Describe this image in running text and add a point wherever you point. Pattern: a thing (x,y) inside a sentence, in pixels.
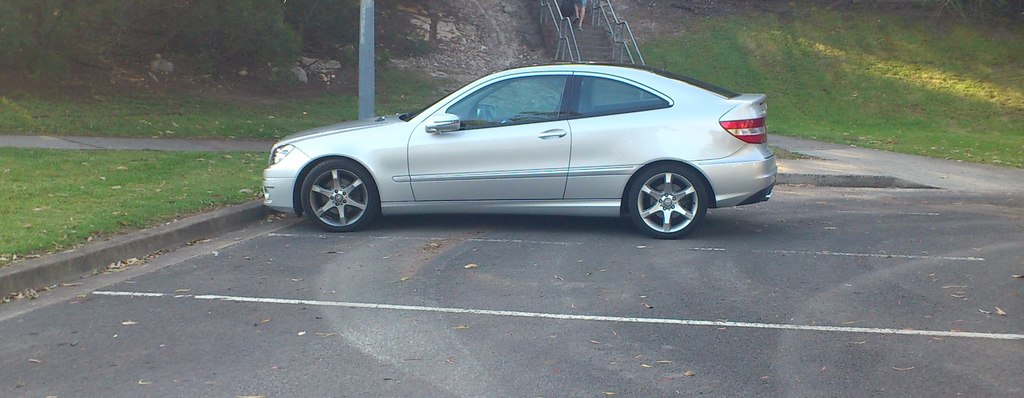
In the foreground of the picture (414,248) there is a parking lot (752,257). In the center of the picture (498,164) there is a car (364,164). On the left (122,195) there are dry leaves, grass (8,128), footpath (63,144) and trees (289,52). In the center of the background (565,11) there is a person (577,15) climbing steps (593,32). On the right (1007,63) there are dry leaves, footpath (963,171) and grass (856,54).
